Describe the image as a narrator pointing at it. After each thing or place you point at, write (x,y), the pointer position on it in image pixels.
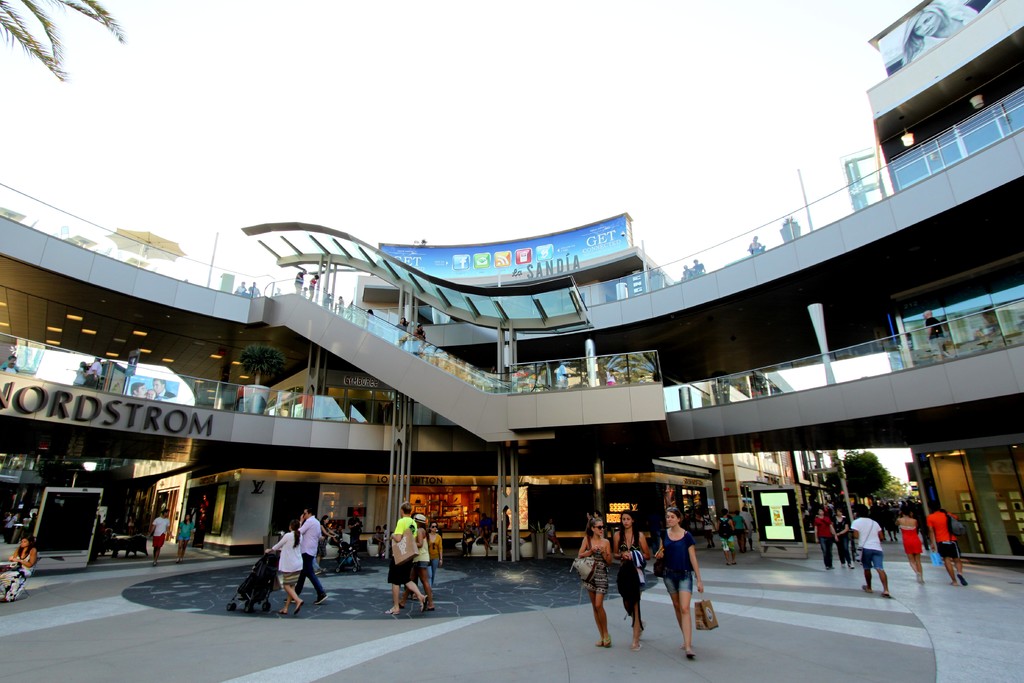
In this image we can see people (294,580) walking. In the background (252,439) there is a building (278,405) and we can see stores (932,296). At the top (358,189) there is sky (512,100) and we can see trees (875,462). There is a trolley (252,586).
